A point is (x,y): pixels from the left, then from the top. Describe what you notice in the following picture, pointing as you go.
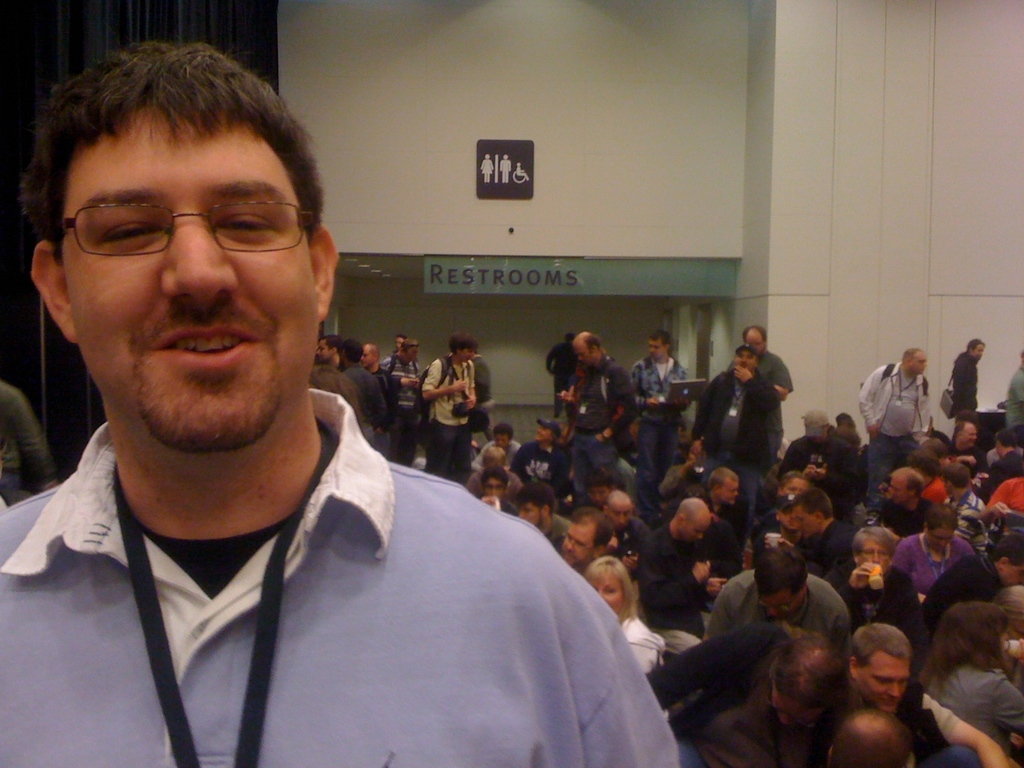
In the foreground of the picture (188,375) there is a man (171,409) smiling. In the center of the picture (586,421) there are many people (841,417), few (448,408) are holding cameras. At the background (601,93) there is wall (762,150) painted white. On the left (60,48) there is a black curtain (77,50).
